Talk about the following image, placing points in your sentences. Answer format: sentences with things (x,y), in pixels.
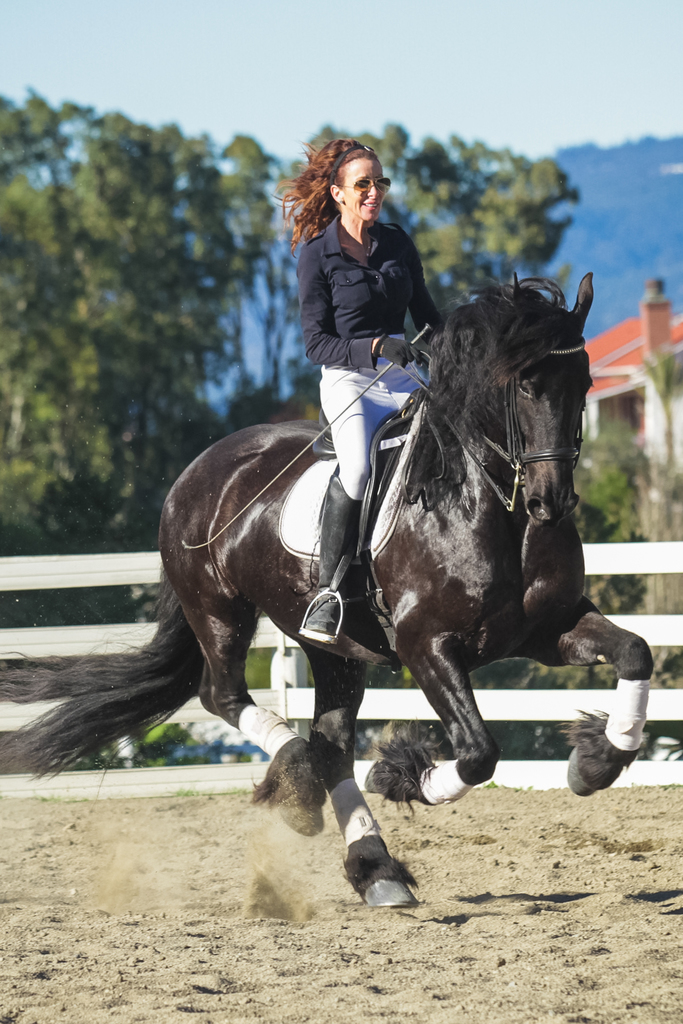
In this image, I can see a woman (351,532) riding a horse (339,667). Behind the horse (339,649), I can see the wooden fence (119,625). In the background (136,257), there are trees (136,445), a building (599,365) and the sky (558,121).
